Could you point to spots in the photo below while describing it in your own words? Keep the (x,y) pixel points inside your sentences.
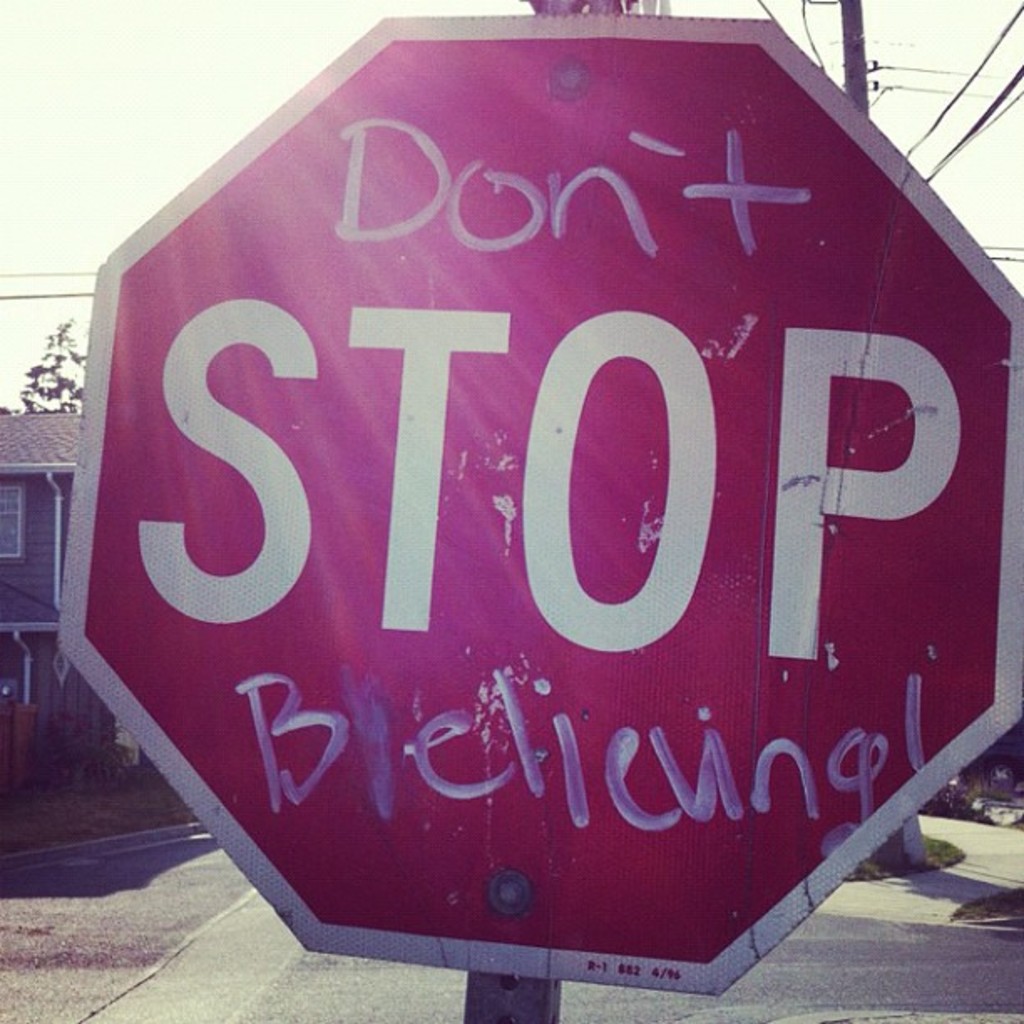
In this image I can see a red colour board (404,185) and on it I can see something is written. In background (70,431) I can see a building (27,629), a pole (846,35) and few wires (992,93).
